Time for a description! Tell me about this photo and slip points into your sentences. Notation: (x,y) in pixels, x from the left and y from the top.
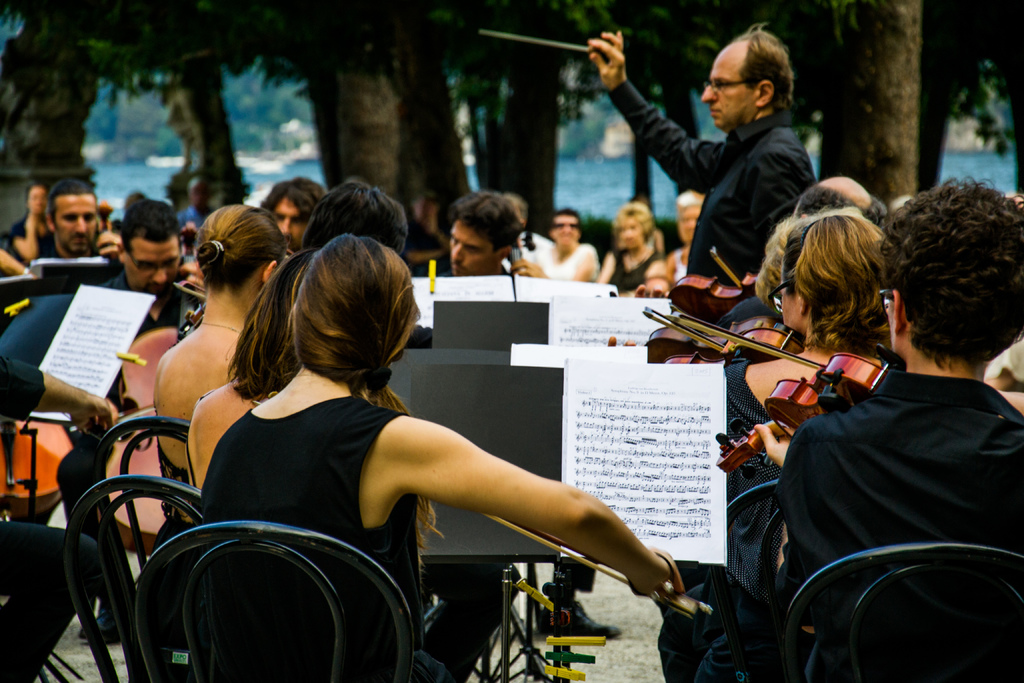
In the picture I can see a few persons (324,318) sitting on the chairs (855,552) and they are playing the violin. I can see the notation lyric stands (507,354) on the floor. There is a man (652,137) on the right side (723,252) is wearing a black color shirt (713,146) and he is holding the baton (554,42) in his right hand (601,35). In the background (672,68), I can see the trees (584,55) and water (594,195).
